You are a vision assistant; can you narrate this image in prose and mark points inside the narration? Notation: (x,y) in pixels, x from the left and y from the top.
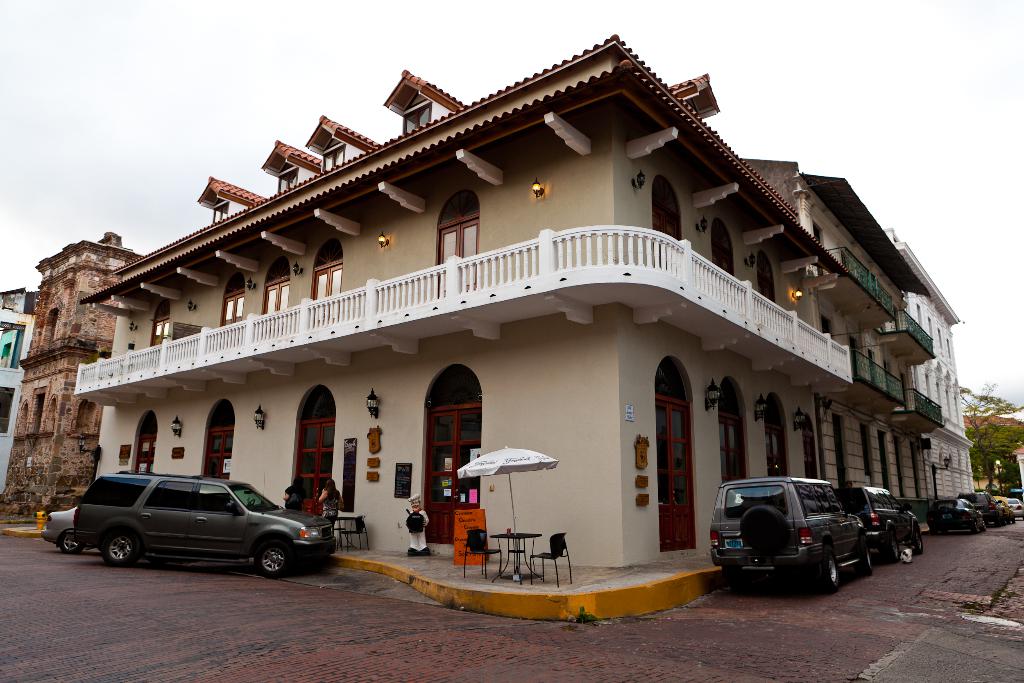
In this picture, on the left side (212,479) there are two cars (170,519) parked and also in the right side (727,519) some cars (754,500) parked and in the middle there is a house (530,504).
